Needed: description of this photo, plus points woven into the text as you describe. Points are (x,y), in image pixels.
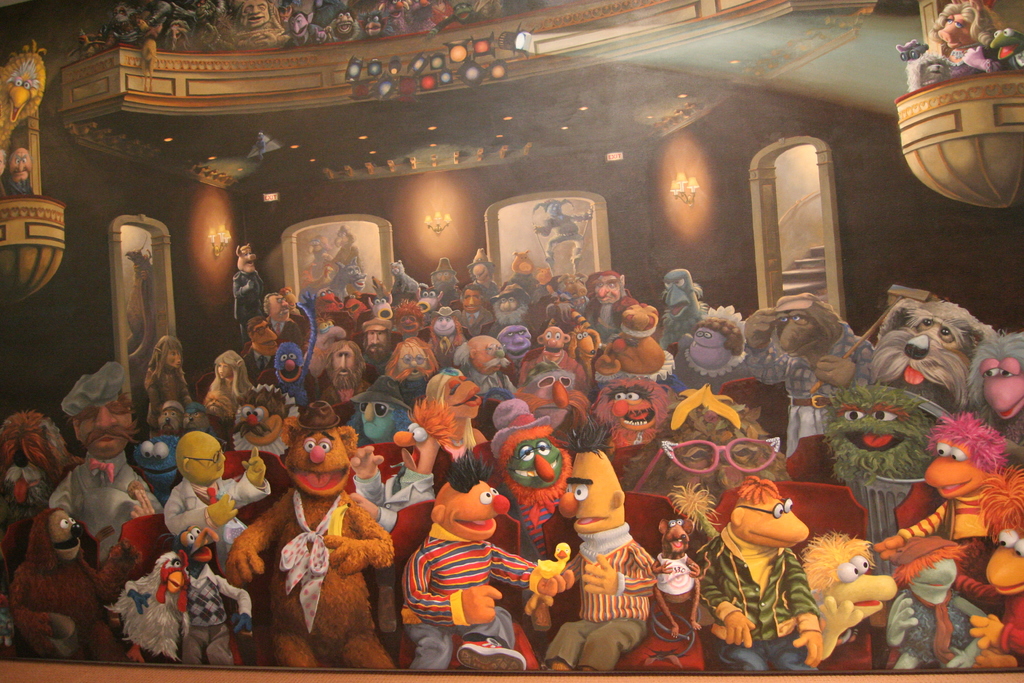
This is an animated image in which there are toys (250,285) and there are steps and there are lights (212,226) on the wall (397,181).
